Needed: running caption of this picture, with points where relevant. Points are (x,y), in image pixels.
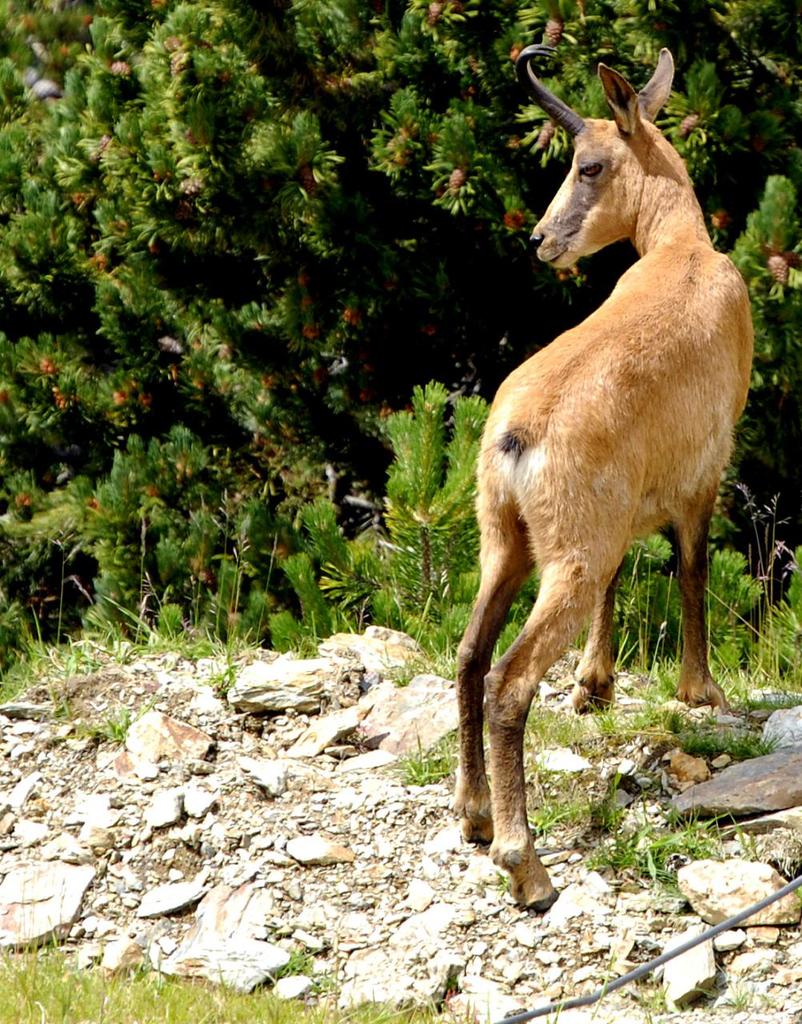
In this image we can see the animal (587,440) on the ground (381,791) and there are trees (446,77) and grass (92,986).
